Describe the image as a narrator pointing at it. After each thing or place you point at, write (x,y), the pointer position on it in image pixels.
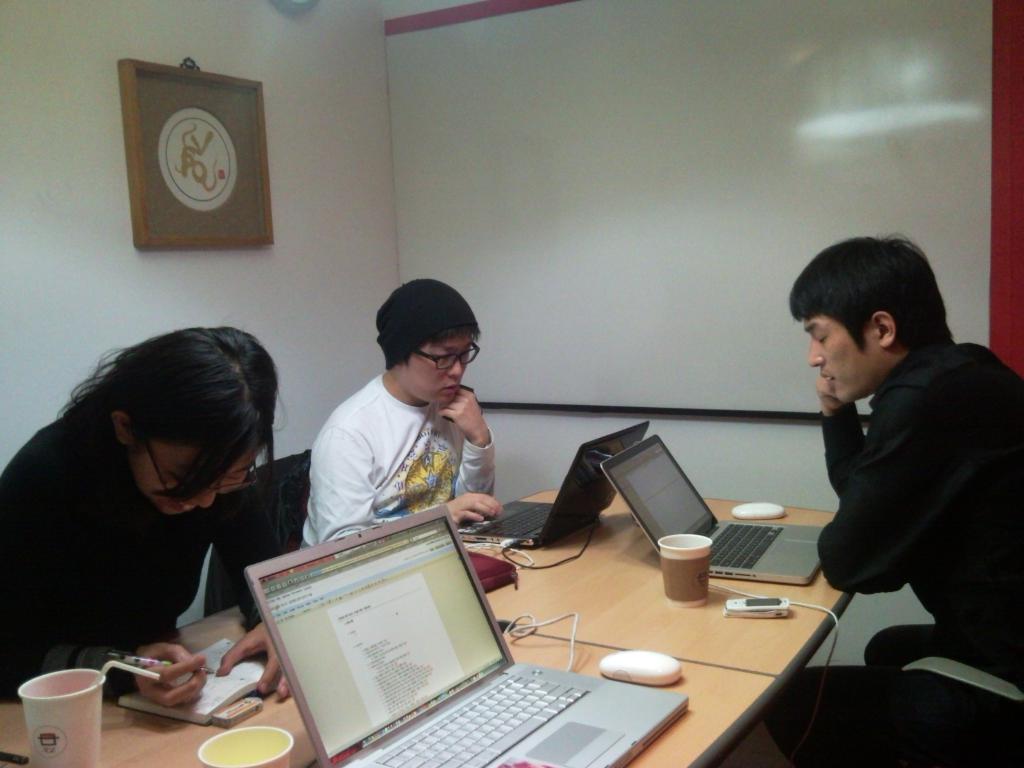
Here we can see that a person (881,506) is sitting on the chair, and in front (690,562) there is the laptop (676,533) and some glasses (675,551) and some other objects (515,621) on it, and in front there is a man (421,504) sitting and working on the laptop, and beside a woman (256,478) is sitting, and she is bending, and writing in the book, and at back (213,166) there is the wall (96,214), and photo frame (205,135) on it.
